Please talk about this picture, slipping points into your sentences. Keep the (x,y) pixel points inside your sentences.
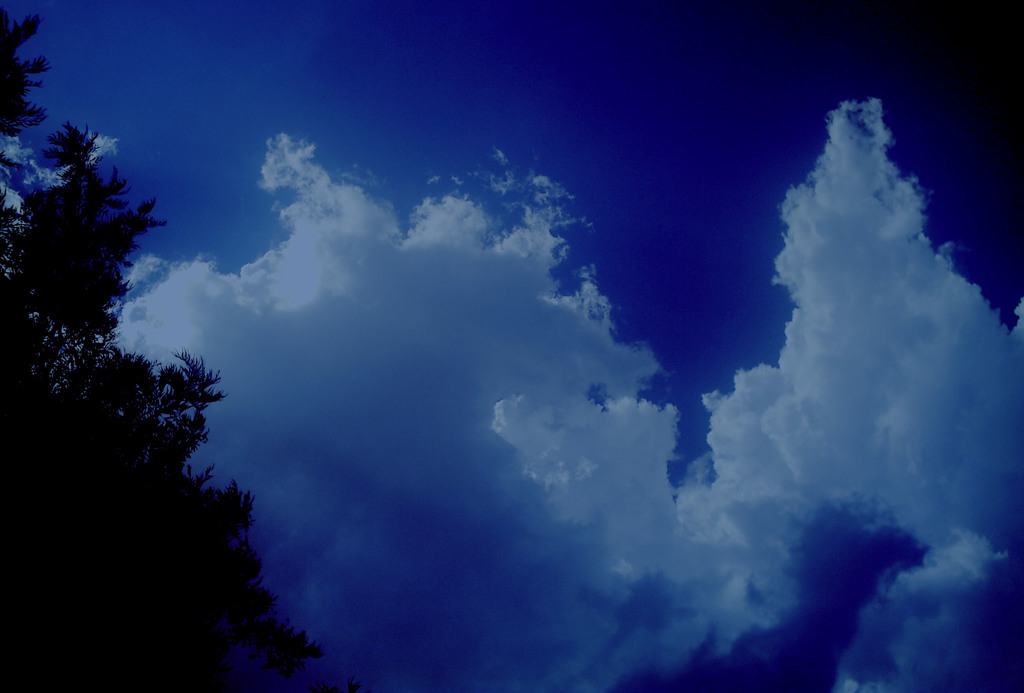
These are the clouds (747,388) in the sky (698,194). On the left side of the image (122,532), I can see a tree (97,596) with branches (173,591) and leaves (98,240).
